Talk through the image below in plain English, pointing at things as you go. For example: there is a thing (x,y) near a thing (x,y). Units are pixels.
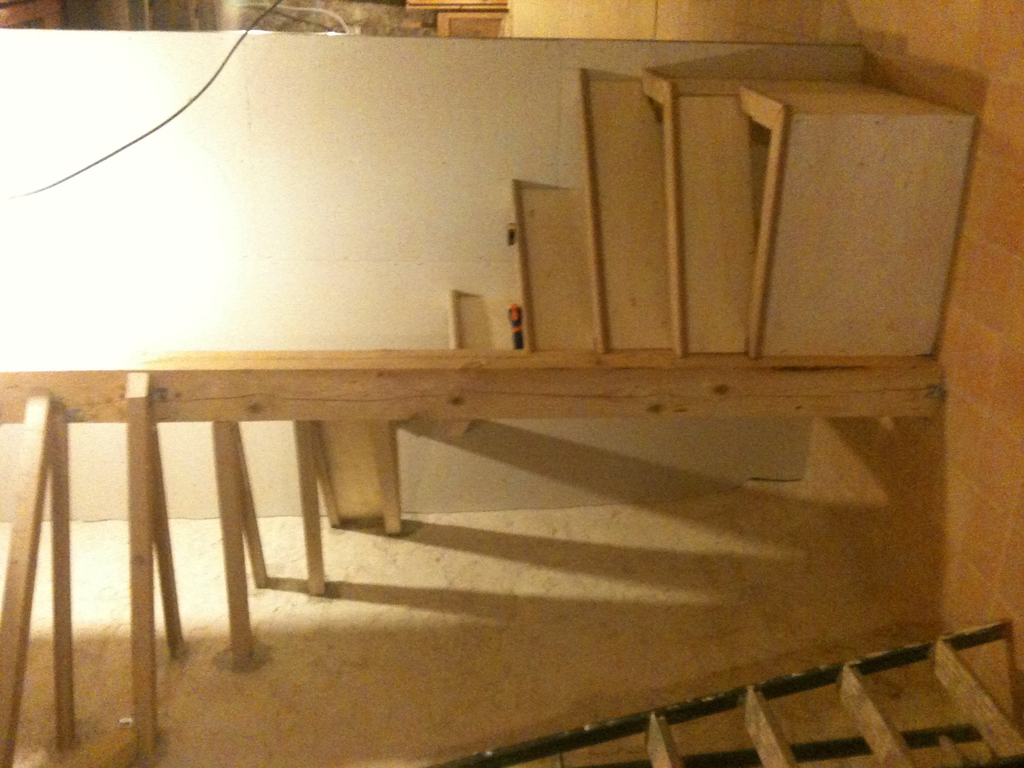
In this image there are few wooden objects (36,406) placed on the wooden beam (567,406), there is a ladder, a wooden sheet (362,205) and a wall (208,252).
